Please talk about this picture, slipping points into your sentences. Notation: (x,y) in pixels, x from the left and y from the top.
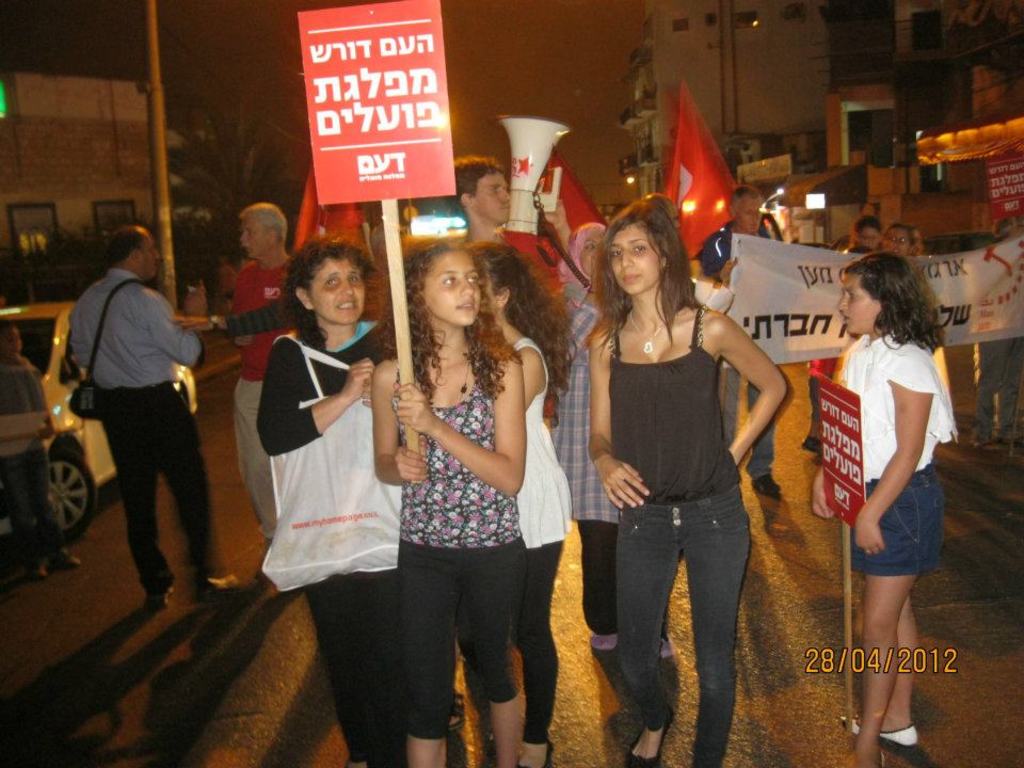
In this image I can see the vehicle (59,309) and the group of people (8,389) standing on the road (274,691). I can see these people (513,538) are wearing the different color dresses (421,529) and these people (327,286) are holding the boards (855,468) and banners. I can also see the megaphone (532,180). In the background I can see the poles (165,211), trees (216,200), buildings (748,118) and the sky (466,111).
